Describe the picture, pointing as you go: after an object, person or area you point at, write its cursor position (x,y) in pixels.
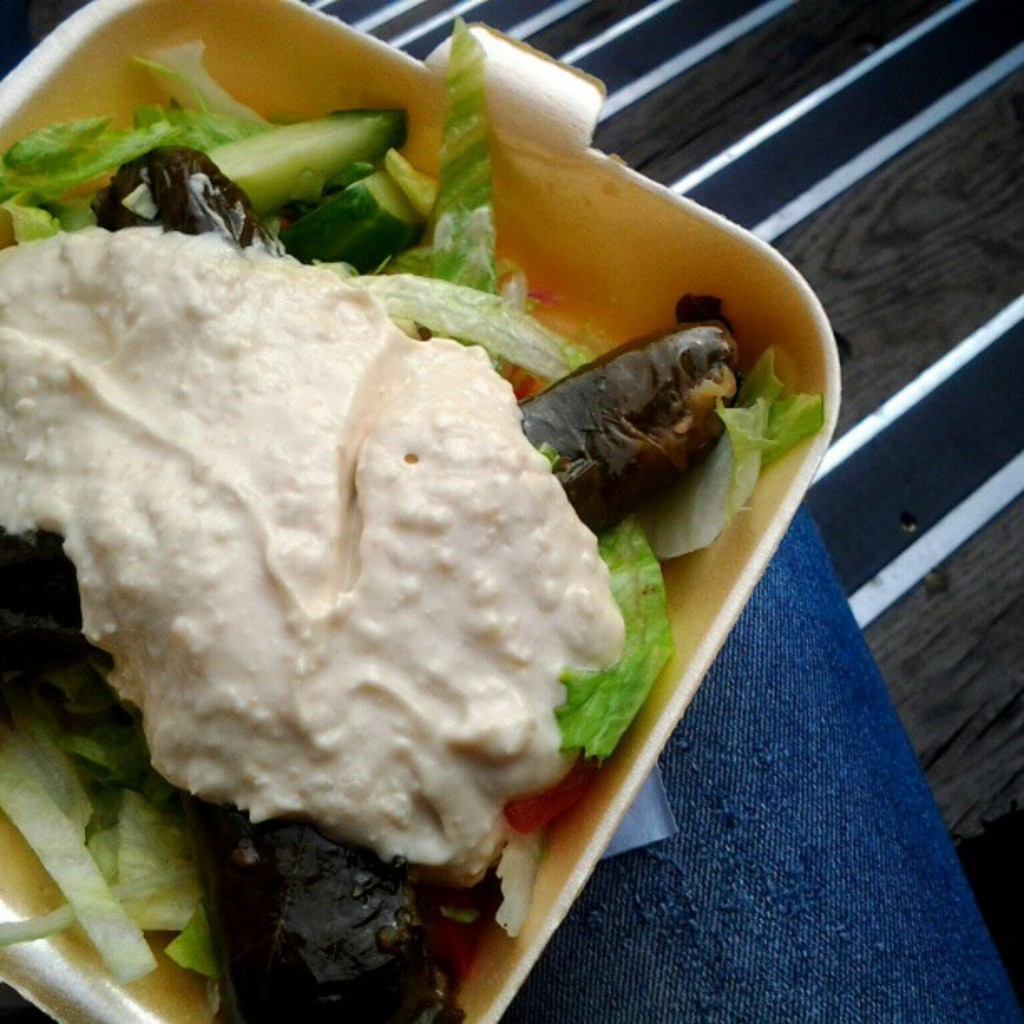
In this image in the foreground (625,353) there is a plate (684,233), and in the plate (254,53) there is some salad (627,612). At the bottom (740,797) there is a person's leg (819,884) is visible, and in the background (921,406) there is wooden floor (888,318).
